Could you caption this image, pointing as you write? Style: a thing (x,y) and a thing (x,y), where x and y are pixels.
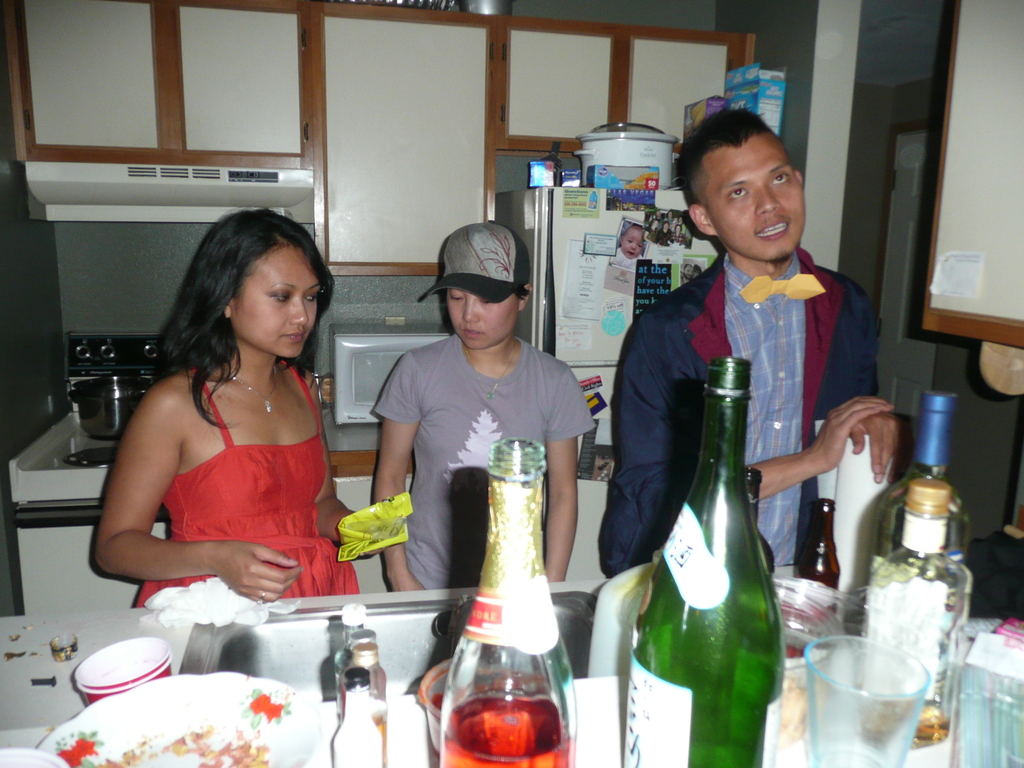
Two women (474,362) and a man (657,345) are standing in a kitchen (177,630). There are few bottles (548,662) on the sink floor (416,715). There are stove (49,536) and refrigerator (554,295) in the background (596,290).
